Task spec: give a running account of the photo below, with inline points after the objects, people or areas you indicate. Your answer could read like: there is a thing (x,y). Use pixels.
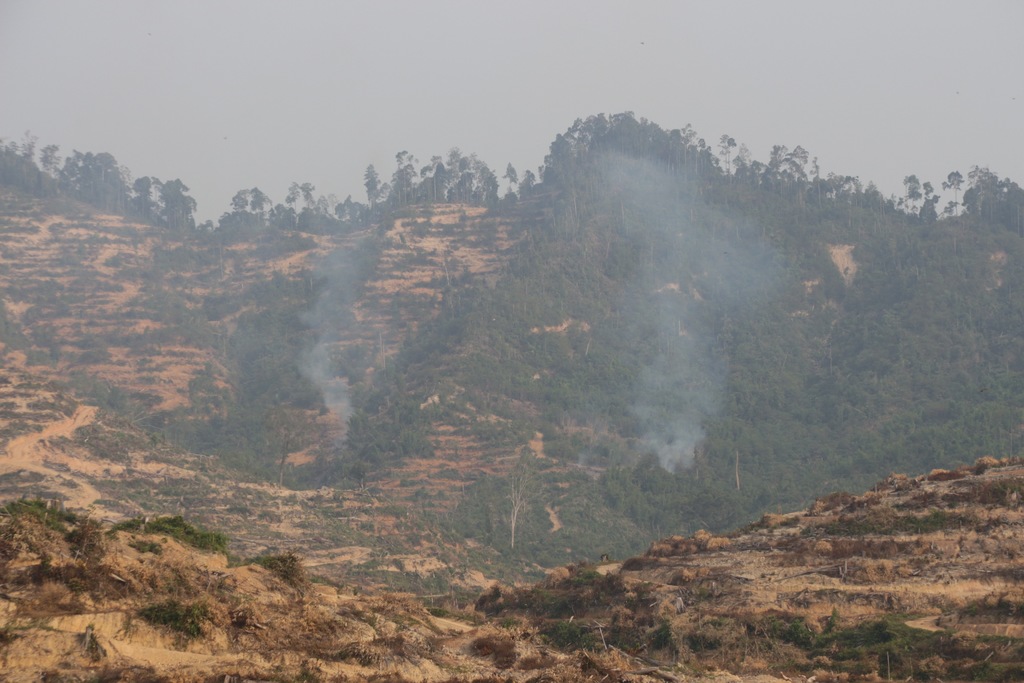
There is a hill (464,419) with trees (536,364) and smoke (645,278). In the background (485,89) there is sky (686,72).
